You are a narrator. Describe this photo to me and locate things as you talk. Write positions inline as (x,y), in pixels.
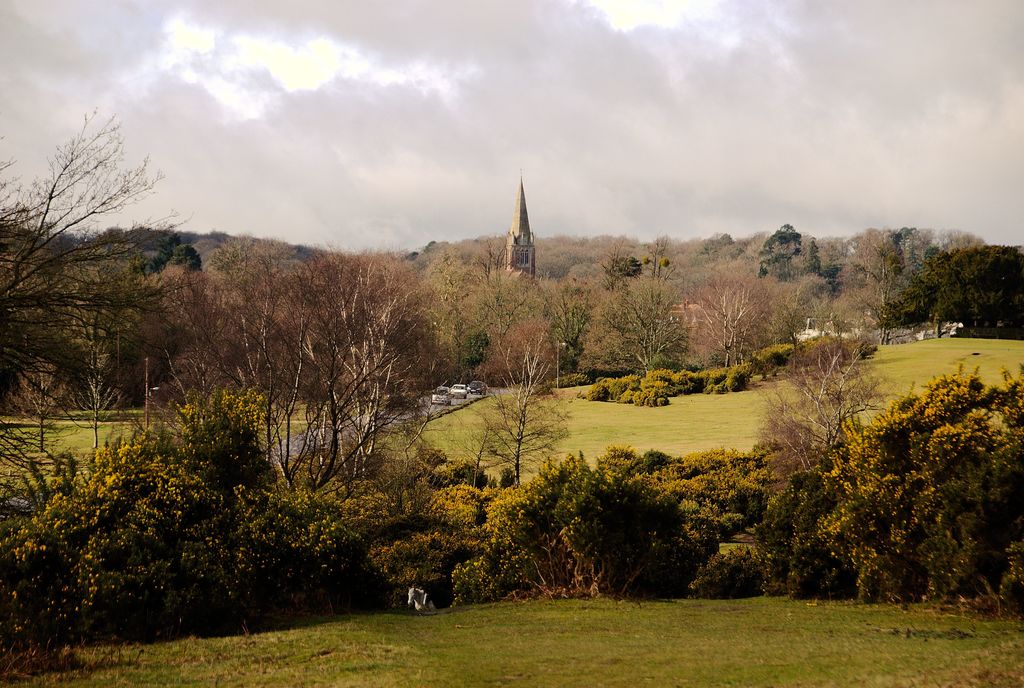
In this image, we can see trees (354,408), vehicles (442,401) on the road (366,418), poles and we can see a tower (524,250). At the bottom (666,635), there is ground (712,608) and at the top (432,92), there is sky (432,92).
